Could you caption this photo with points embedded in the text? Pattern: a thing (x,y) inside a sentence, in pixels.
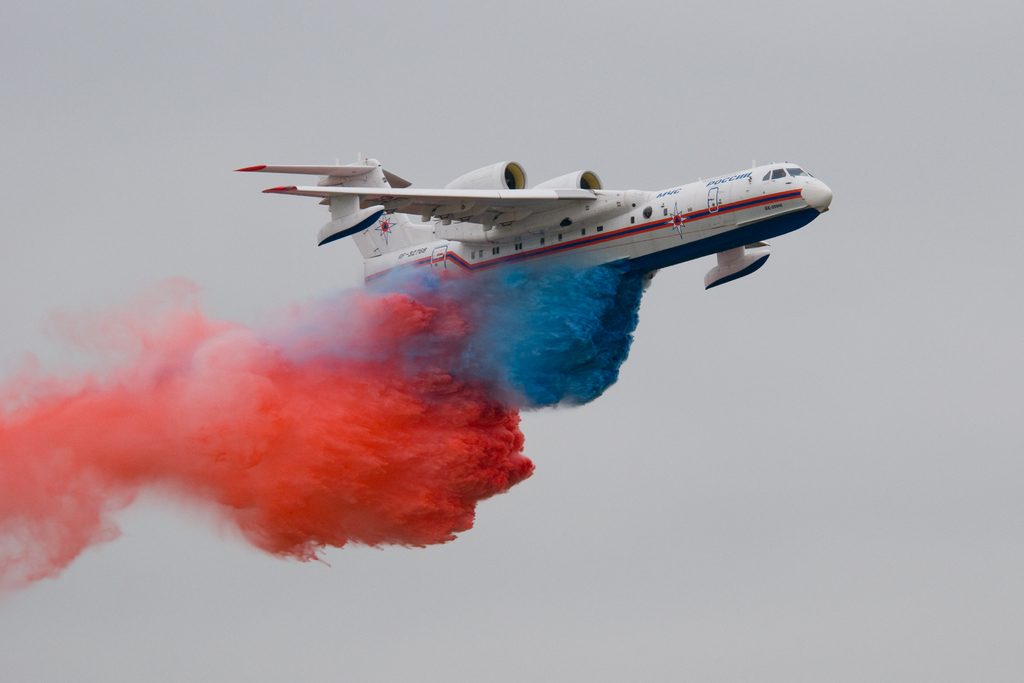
In the middle of the image (396,437) I can see a plane (542,249) and colors (551,319) are in the air (289,92). In the background of the image (664,620) there is sky (985,284).
